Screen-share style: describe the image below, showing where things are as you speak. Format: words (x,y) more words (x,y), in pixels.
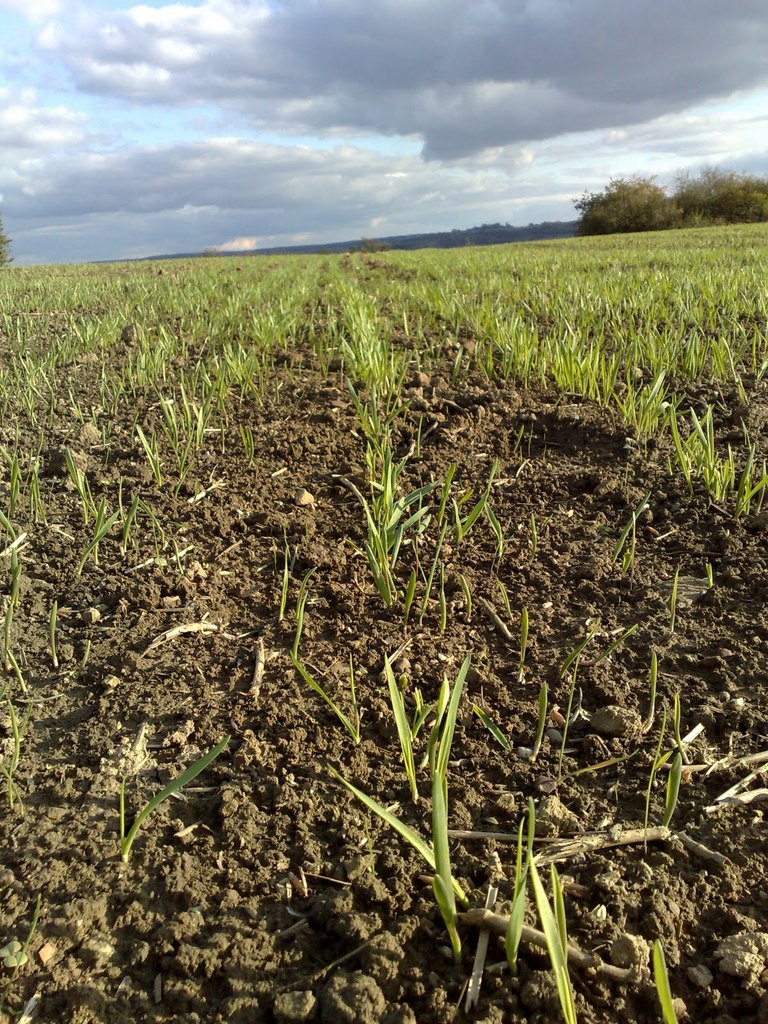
In this picture we can see the farmland (192,392). On the left (165,330) we can see the grass (262,320) In the background (371,246) we can see trees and mountain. At the top (345,150) we can see sky (353,93) and clouds (276,163).
